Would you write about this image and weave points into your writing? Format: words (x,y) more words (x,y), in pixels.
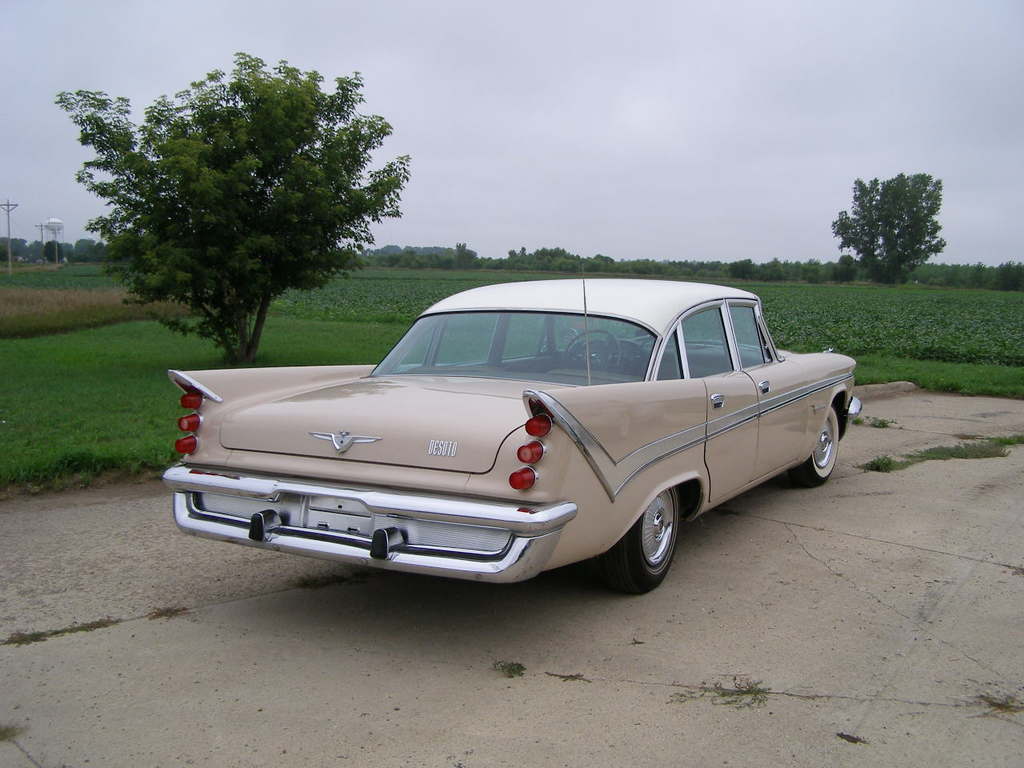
In this image, we can see a vehicle (424,473). We can see the ground (163,518). We can see some grass (60,455), plants (825,326) and trees (334,200). We can also see some poles (42,230) and the sky (764,7). We can also see a white colored object (55,228).
